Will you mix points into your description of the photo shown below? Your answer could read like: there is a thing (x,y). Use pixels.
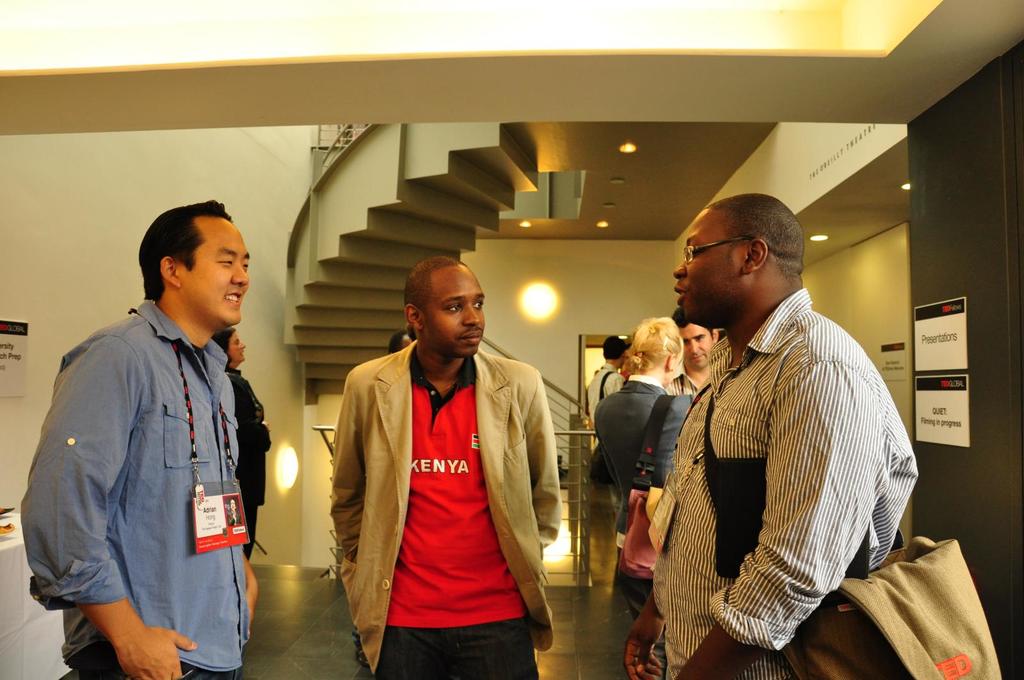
In this picture we can see a group of people (703,324) standing on the floor (302,662), posters (3,341) on the walls (1008,363) and in the background (552,307) we can see the lights (536,311) steps (399,255).
